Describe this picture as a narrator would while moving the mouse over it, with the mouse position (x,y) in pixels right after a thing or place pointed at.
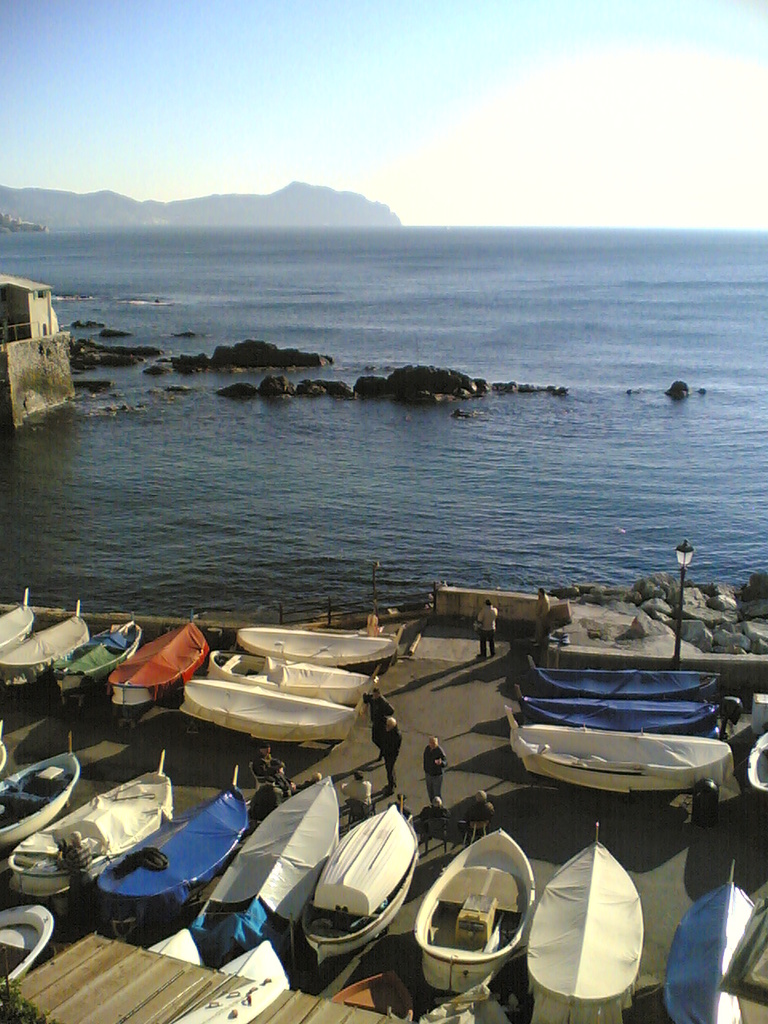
At the bottom of the image (19,969) we can see some boats (258,636) and few people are standing and there is a pole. Behind the boats (19,969) there is fencing (744,670) and stones (658,583). In the middle of the image (363,556) there is water (440,237). Behind the water (762,555) there are some hills (291,198) and clouds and sky (326,8).
